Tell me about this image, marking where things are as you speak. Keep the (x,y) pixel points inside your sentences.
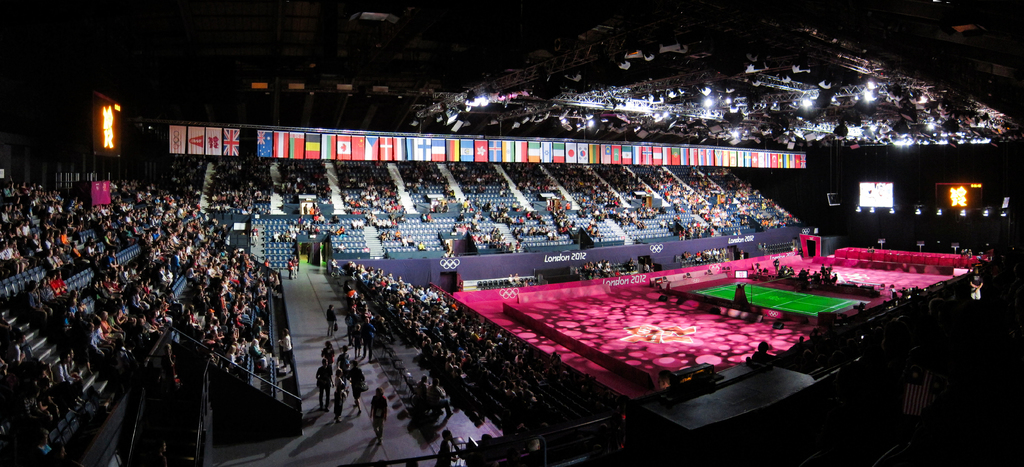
In this image there is an indoor stadium (139,371), in this there are people (225,283) sitting on chairs (586,413) and few are standing at the top (648,154) there are flags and lights (511,96).
